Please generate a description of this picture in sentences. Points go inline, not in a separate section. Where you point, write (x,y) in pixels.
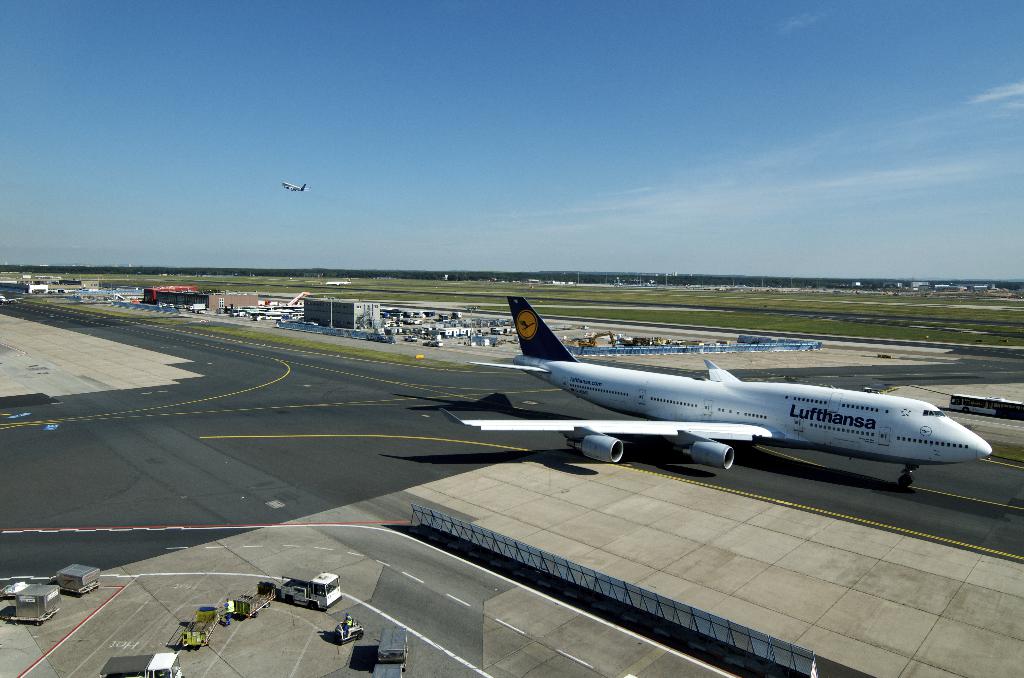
In this image I can see there is an airplane (780,418) on the ground (276,457) and the other airplane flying in the sky (281,213). And there are vehicles (311,589) on the ground (285,389). And there is an object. And there are grass (706,295) and trees (438,273). And there are buildings (370,307) and a sky (438,224).
